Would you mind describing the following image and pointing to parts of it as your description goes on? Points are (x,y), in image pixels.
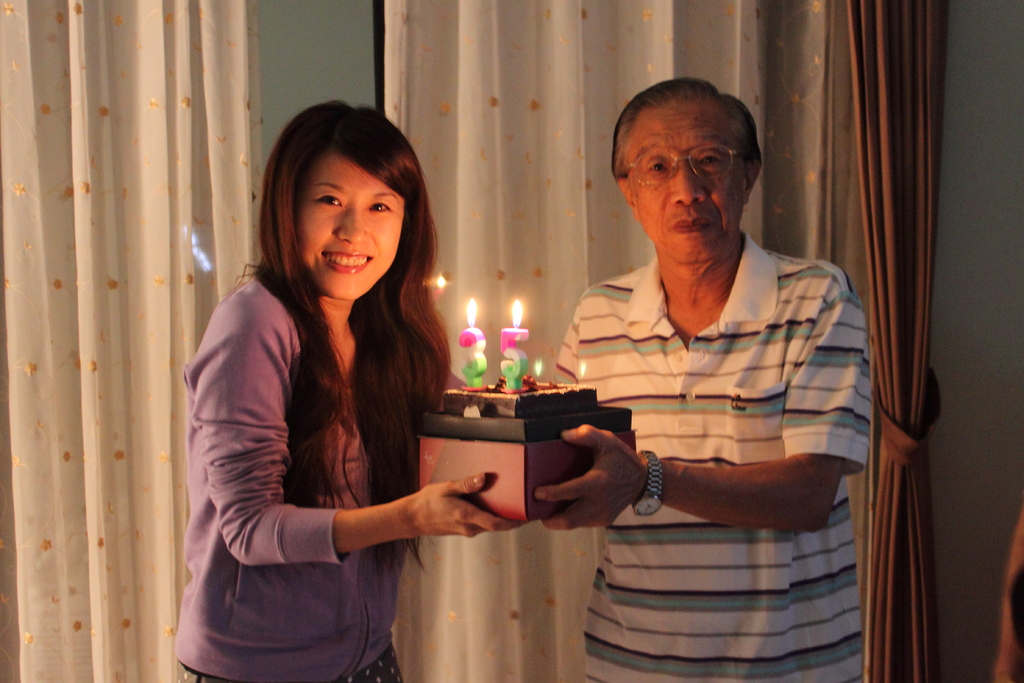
In the center of the image (423,329) we can see two persons (269,460) are holding a box (476,454). On box (501,431) we can see a cake (514,407) and candles (470,344). In the background of the image (18,370) we can see the curtains (561,269) and wall (991,398).
